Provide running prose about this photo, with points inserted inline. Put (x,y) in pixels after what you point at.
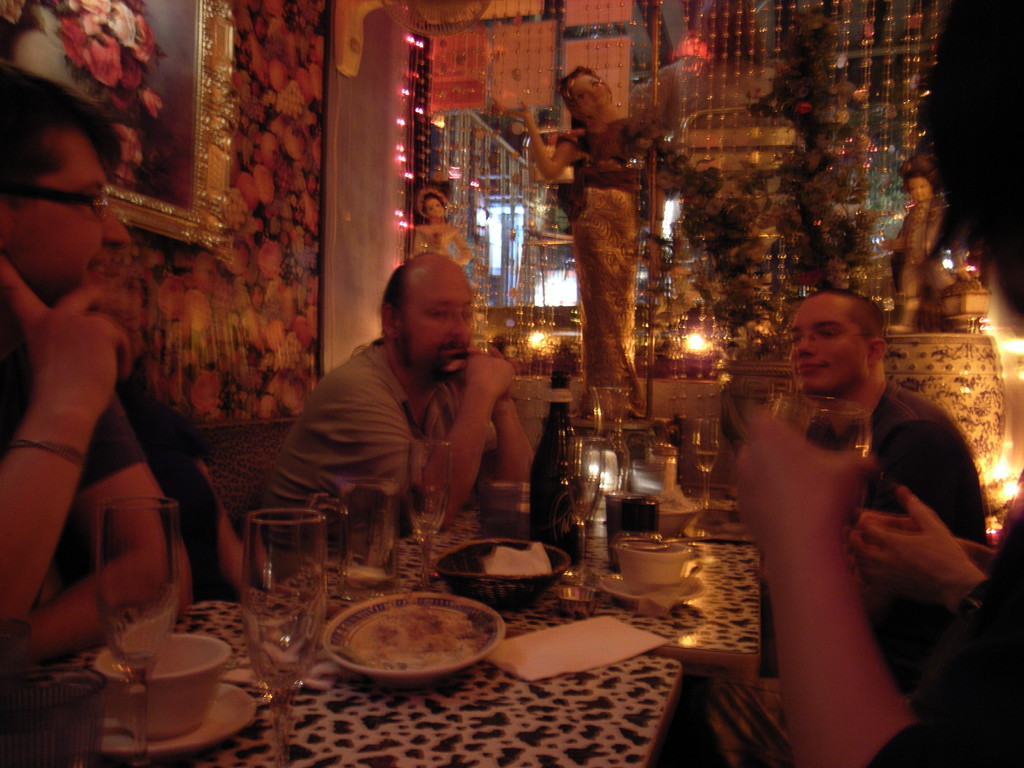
In this image we can see a few people (436,380) sitting on the chairs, in front of them there are some tables (438,544), on the tables (205,626) we can see some plates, cups (636,579), glasses (297,546), paper (564,629) and other objects (570,612), there are some trees (664,143), statues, lights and a photo frame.
